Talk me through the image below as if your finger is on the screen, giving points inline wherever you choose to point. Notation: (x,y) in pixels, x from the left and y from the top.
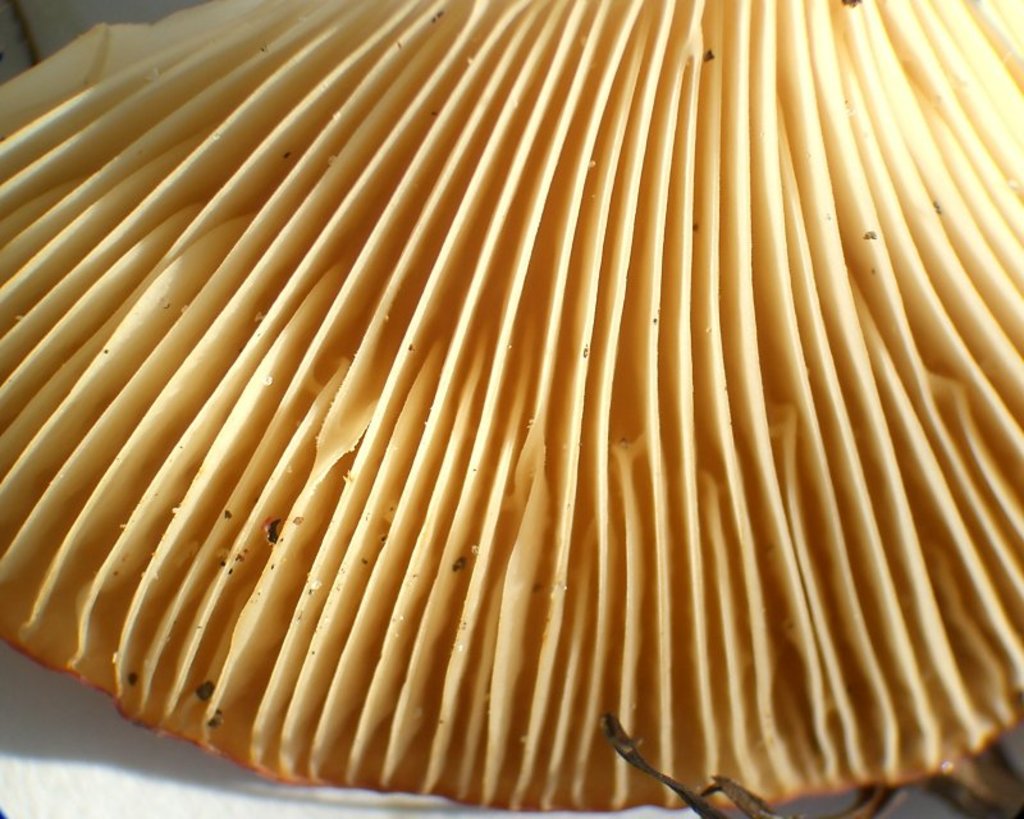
In the center of the image (504,422) we can see one mushroom cap (611,485), which is in cream and brown color. And we can see a few other objects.
